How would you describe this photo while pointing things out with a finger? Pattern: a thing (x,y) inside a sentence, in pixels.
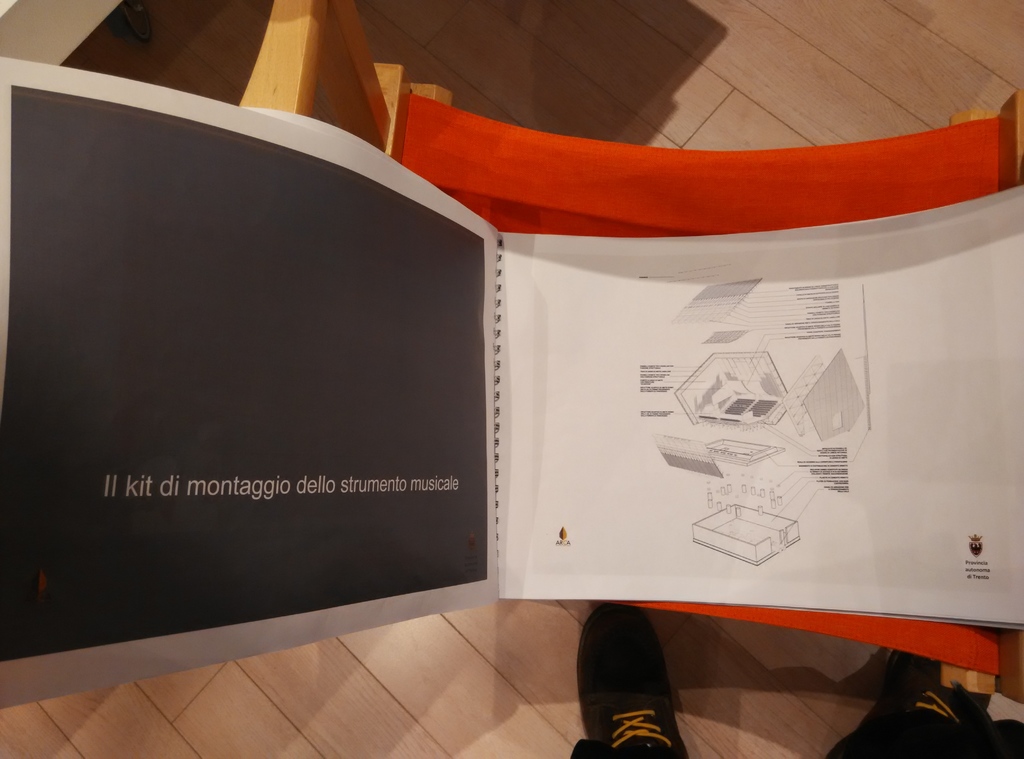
In this image I see a chair (339,113) on which there is a orange cloth (753,169) on it and on the cloth (816,624) I see a book (312,338) and I see the white paper (645,377) over here on which there is a sketch (773,311) and on this black paper (367,385) I see words (396,483) written and I see the floor (515,25) and I see the legs (593,747) of a person (635,749) over here who is wearing shoes (663,721).
